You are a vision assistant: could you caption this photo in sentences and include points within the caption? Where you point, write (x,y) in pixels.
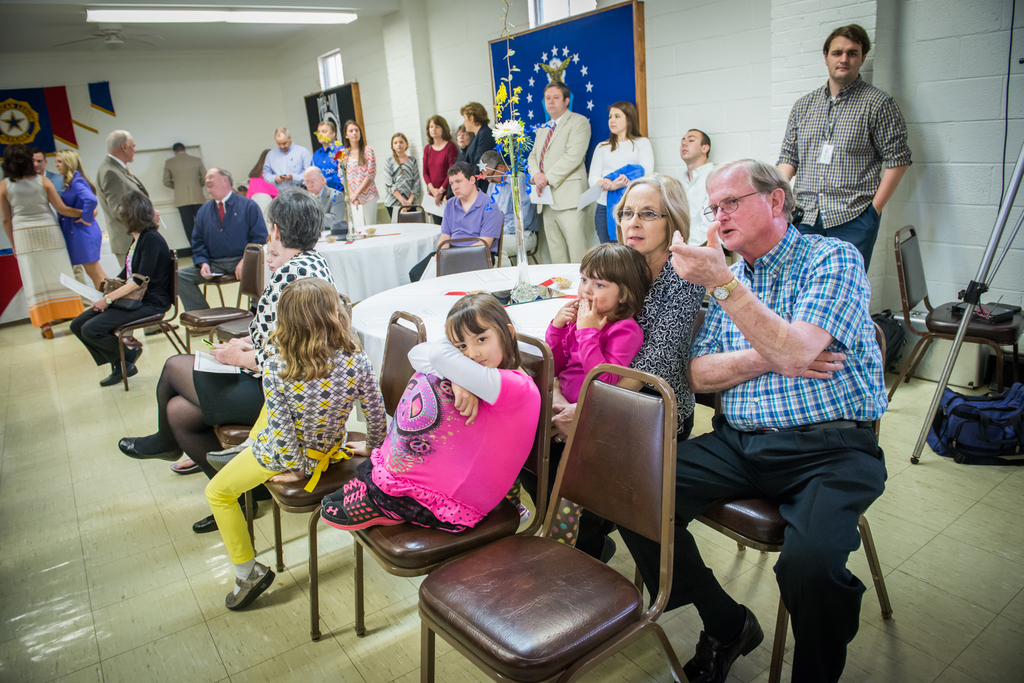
There are many people (469,184) in a room (312,239). to the first row a kid (446,429) is sitting on the chair (400,551). There is an old man (797,327) with blue shirt (834,290). Behind him there is a man (833,150) standing. There is a poster (591,67) in blue color. We can also see a star flag (28,117) on the wall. To the left corner (32,238) there is a woman (37,250) standing. To the right corner (961,421) there is a bag (976,423).
